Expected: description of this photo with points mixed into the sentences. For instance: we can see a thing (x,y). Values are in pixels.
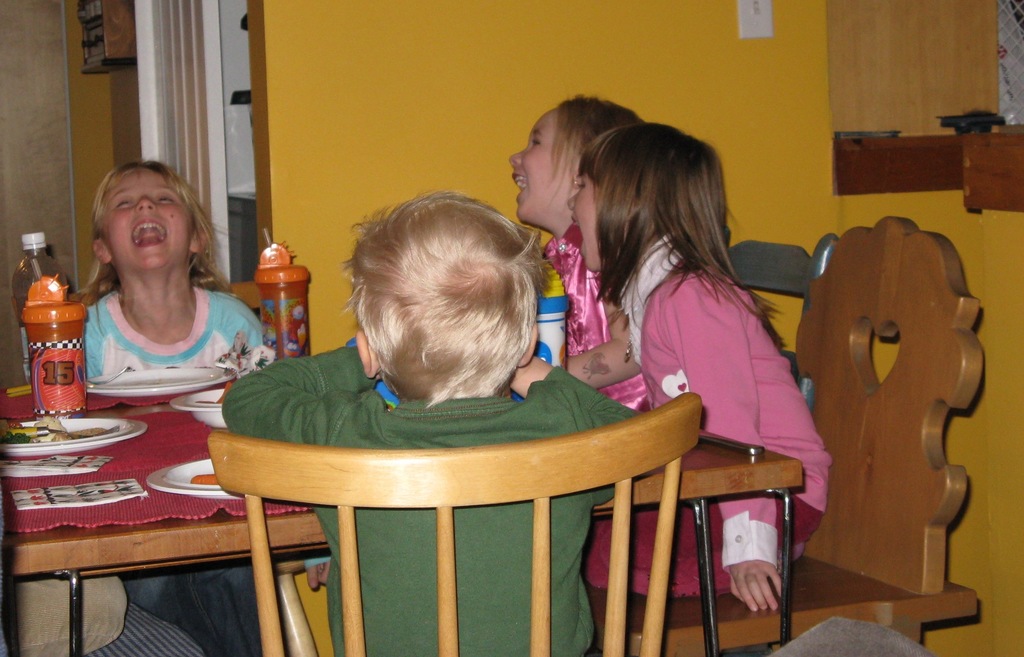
This image is clicked in a room (163,145). There are four children (185,332) in this image. They are sitting in the chairs (446,559) around the table (172,465). On the table (88,452), there are bottles (72,393), plates (179,477) along with food (210,478). In the background (286,66) there is a wall (643,57) in yellow color.
